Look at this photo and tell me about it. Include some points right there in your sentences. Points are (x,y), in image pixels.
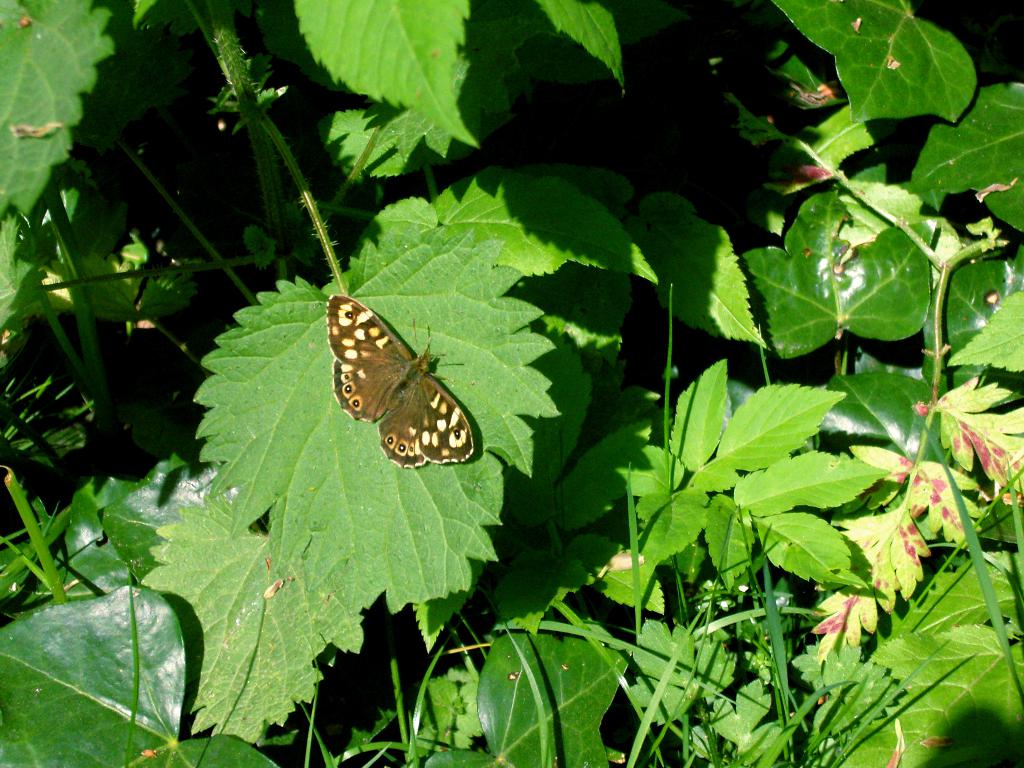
In this picture I can see the butterfly (444,404). I can see the leaves (458,346).
